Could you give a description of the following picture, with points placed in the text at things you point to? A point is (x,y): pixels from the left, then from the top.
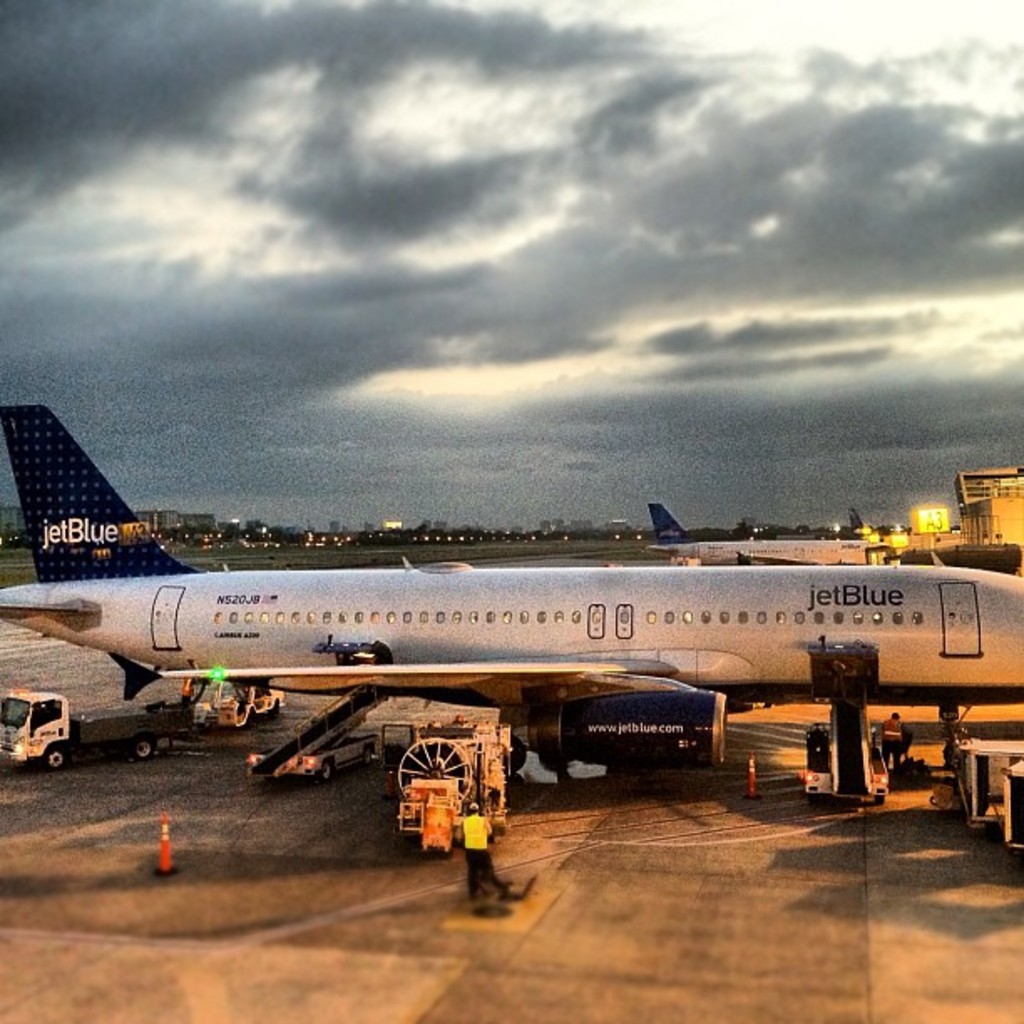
This is an outside view. Here I can see two aeroplanes (517,596) and few vehicles (41,716) on the land (683,899). It seems to be an airport (763,879). Here I can see two persons (479,878) are standing. In the background (297,539) there are many buildings (179,526) along with the lights (324,540). At the top of the image (516,310) I can see the sky (451,194) and clouds (560,49).
